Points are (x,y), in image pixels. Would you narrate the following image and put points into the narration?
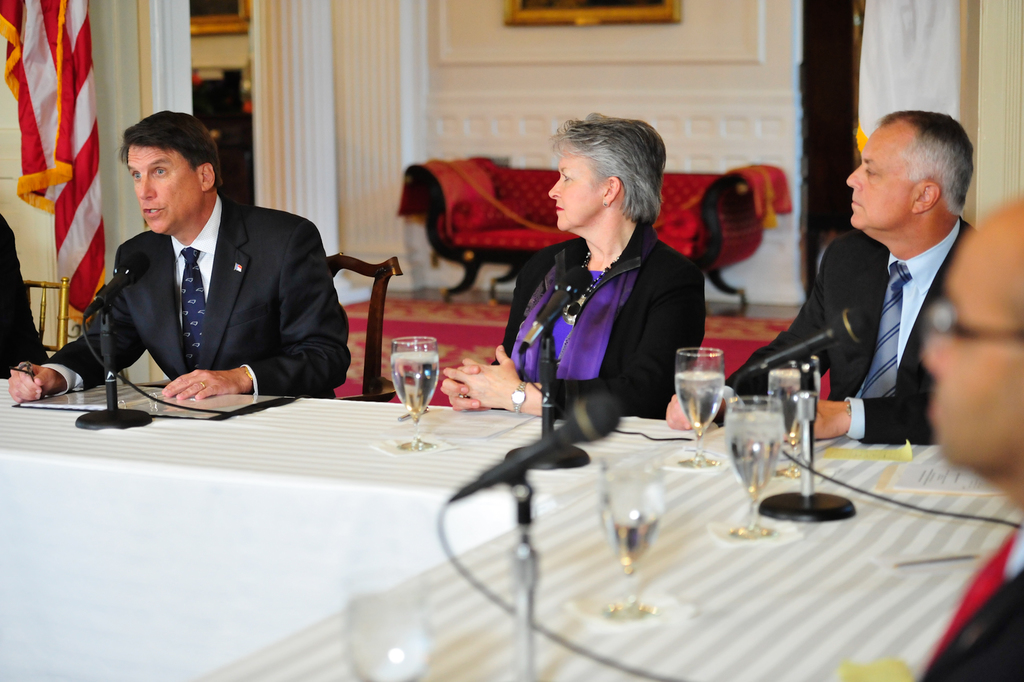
In this image I can see few persons (759,381) sitting. I can see a table (798,600). I can see few glasses (765,425) and mics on the table (759,571). In the background (692,212) I can see a chair (673,176). I can see a wall (588,47).
